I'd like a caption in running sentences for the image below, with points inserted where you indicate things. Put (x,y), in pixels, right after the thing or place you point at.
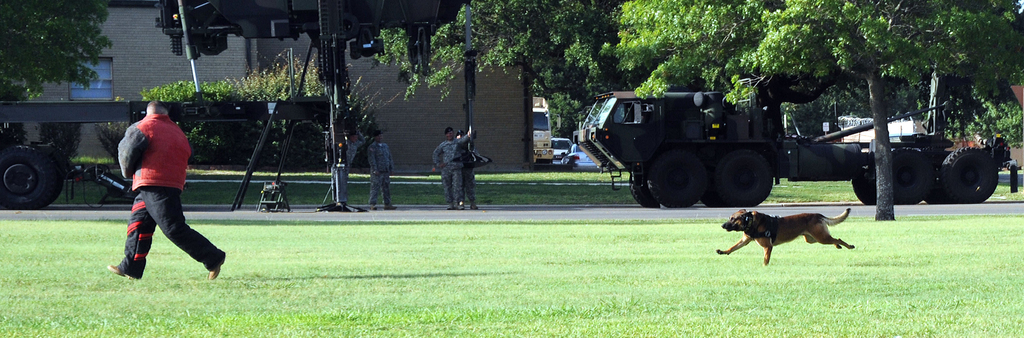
A dog (802,226) is running on the grass (511,330) at the right (817,225). A man (171,221) is running at the left side (168,205). There are people (391,177) and vehicles (340,182) on the road (787,214). There are trees (862,60) and buildings (126,53) at the back (399,58).
